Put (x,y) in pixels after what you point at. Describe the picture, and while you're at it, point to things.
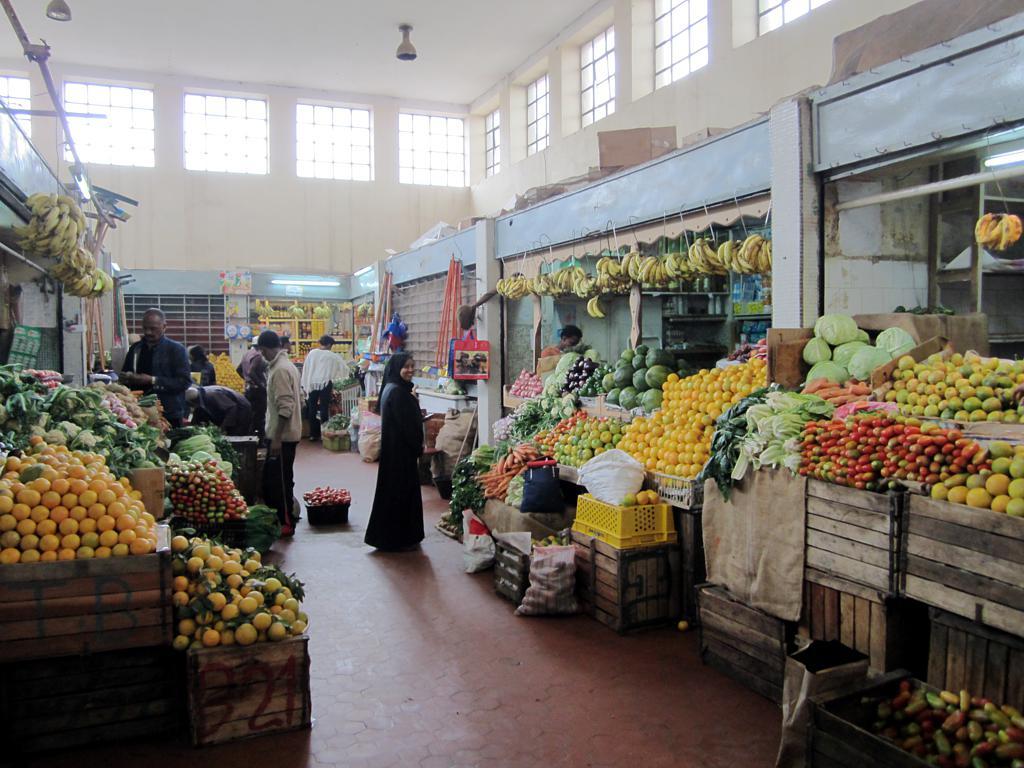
I think this picture was taken in the market (434,519). There are few people (287,395) standing. These are the lights (400,49) attached to the roof (376,50). I can see the windows (366,132). Here is the fruits and vegetable shops (15,574) with a bunch of oranges (140,506), bananas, cabbage (859,362), cauliflower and few other fruits (216,492) or vegetables (815,435).
